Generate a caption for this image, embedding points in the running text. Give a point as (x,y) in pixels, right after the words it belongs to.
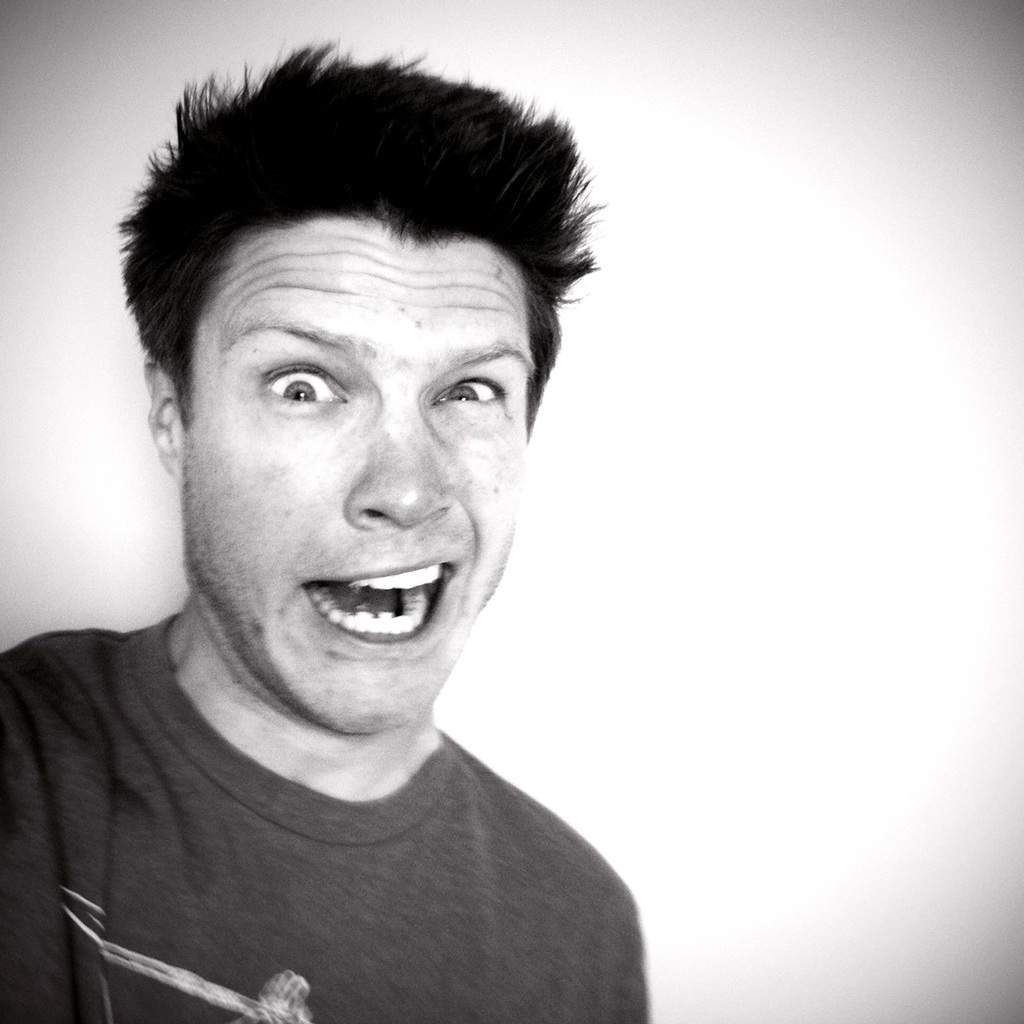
In this image we can see a person (295,351). The background of the image (76,436) is white.
